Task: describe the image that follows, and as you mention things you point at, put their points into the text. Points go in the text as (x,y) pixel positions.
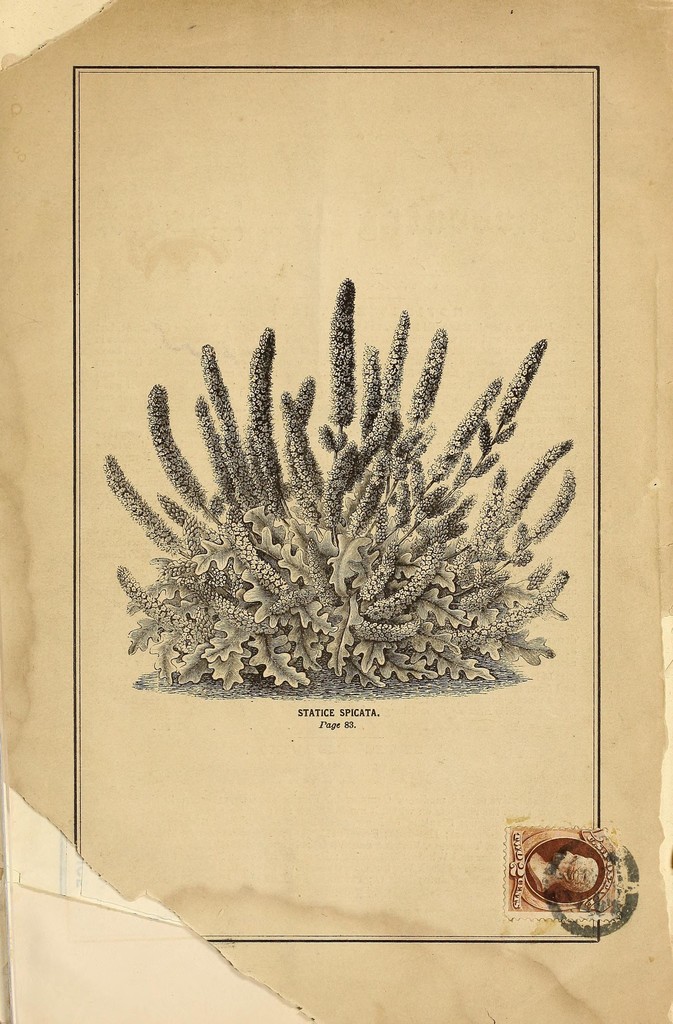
In this image there is a paper (362,146). In the center of the paper (267,831) there are images (346,608) of plants (368,605). Below the picture (316,649) there is text (333,720) on the paper (317,723). There is border (79,173) on the paper (565,52). In the bottom right (583,881) there is a postage stamp (568,881) on the paper (656,889).
